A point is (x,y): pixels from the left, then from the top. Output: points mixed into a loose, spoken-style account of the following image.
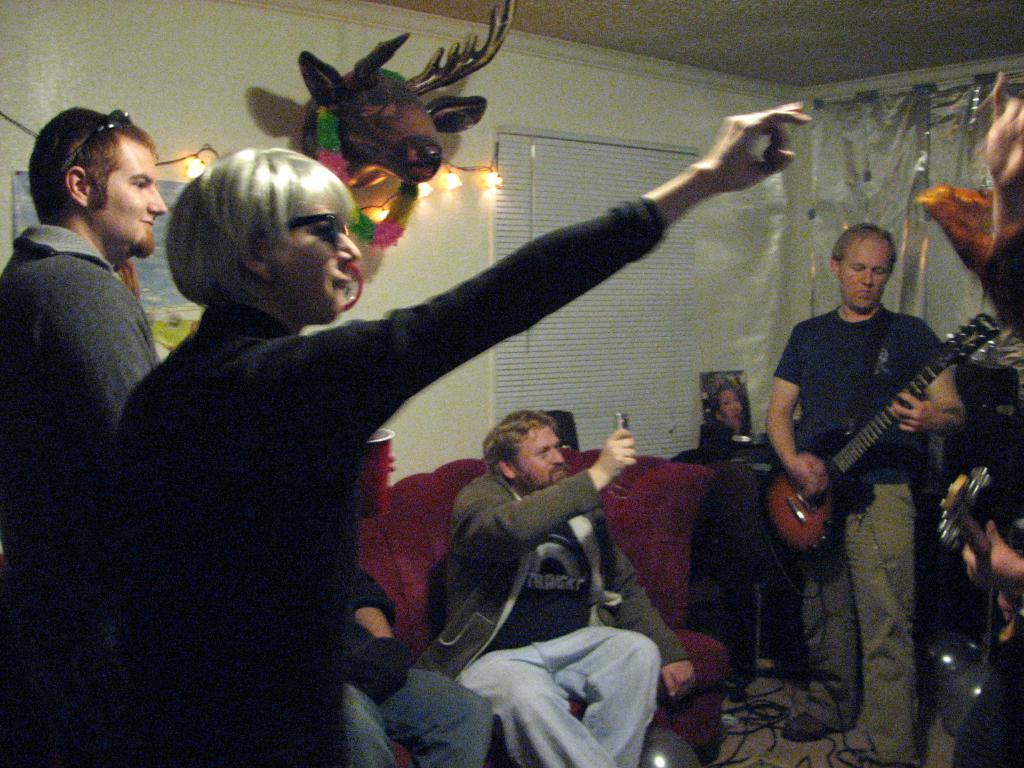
In this picture there is a man (557,517) who is sitting on the chair (604,498) is holding a phone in his hand (632,463). There is another man (835,431) who is playing a guitar (859,452). There is a woman (308,461) who is standing beside a man (89,282). There is an idol (408,153) of deer (408,153). There is a light (452,180). There is a frame (724,403) at the corner.
